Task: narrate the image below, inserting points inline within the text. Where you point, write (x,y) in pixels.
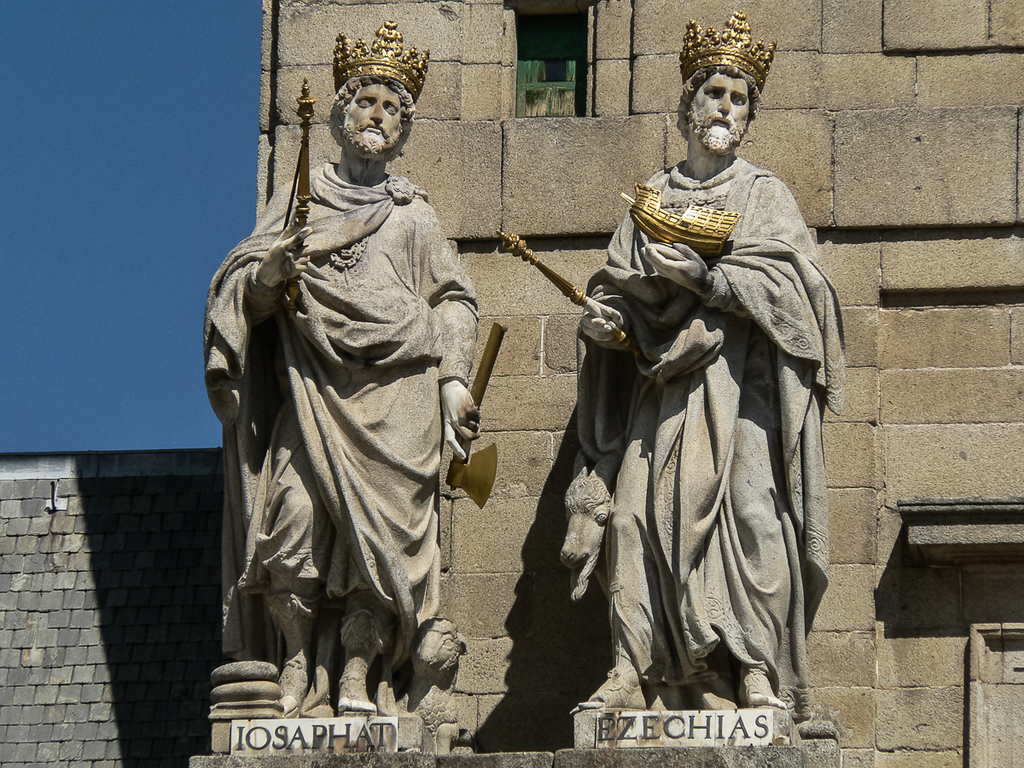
In this image there are sculptures (369,649) with names (391,742), behind the sculptures (376,450) there is a wall (762,98).
